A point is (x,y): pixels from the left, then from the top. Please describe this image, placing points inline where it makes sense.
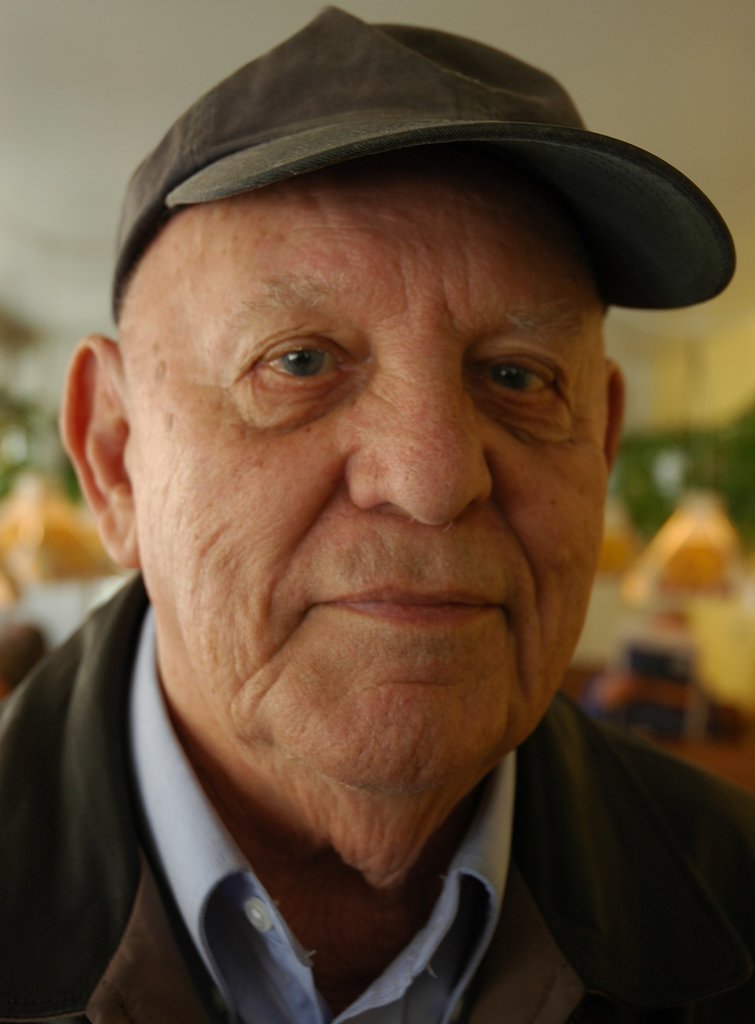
In this picture we can see a old man (415,339) wearing a cap (376,142).
